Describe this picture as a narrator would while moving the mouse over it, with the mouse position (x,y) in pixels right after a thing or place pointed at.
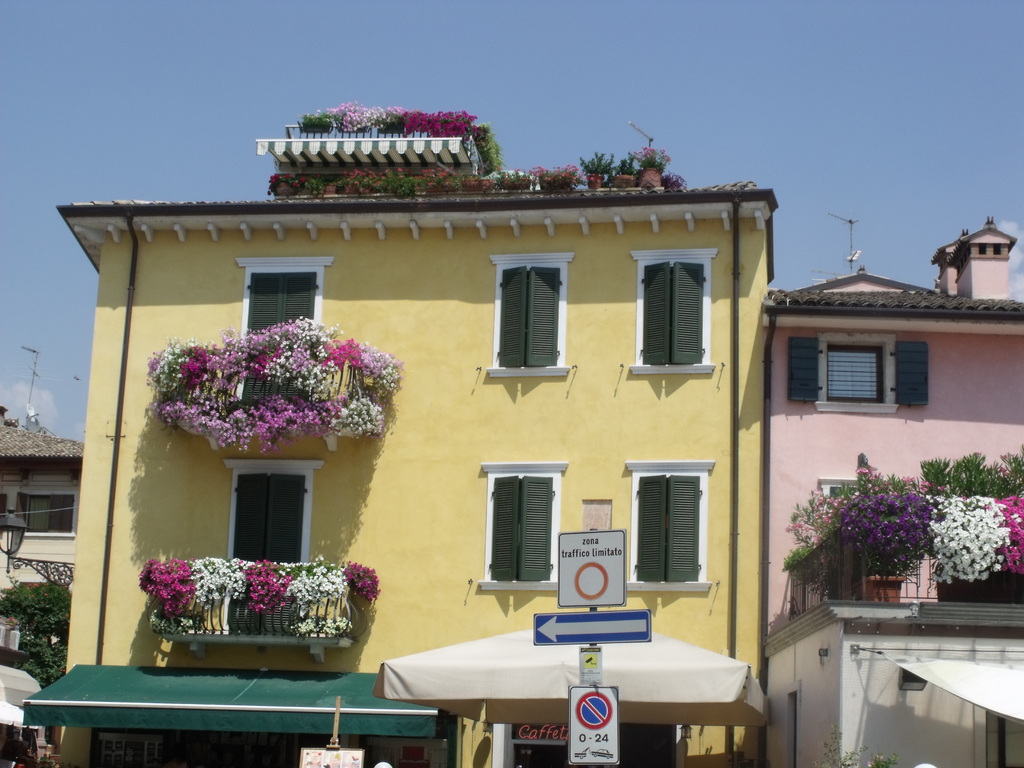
In this image we can see buildings (365,491), windows (643,542), doors (531,754), plants (269,573) with flowers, fences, boards (566,631) on a pole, light pole (7,536), antenna (30,395) and clouds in the sky (310,14).
